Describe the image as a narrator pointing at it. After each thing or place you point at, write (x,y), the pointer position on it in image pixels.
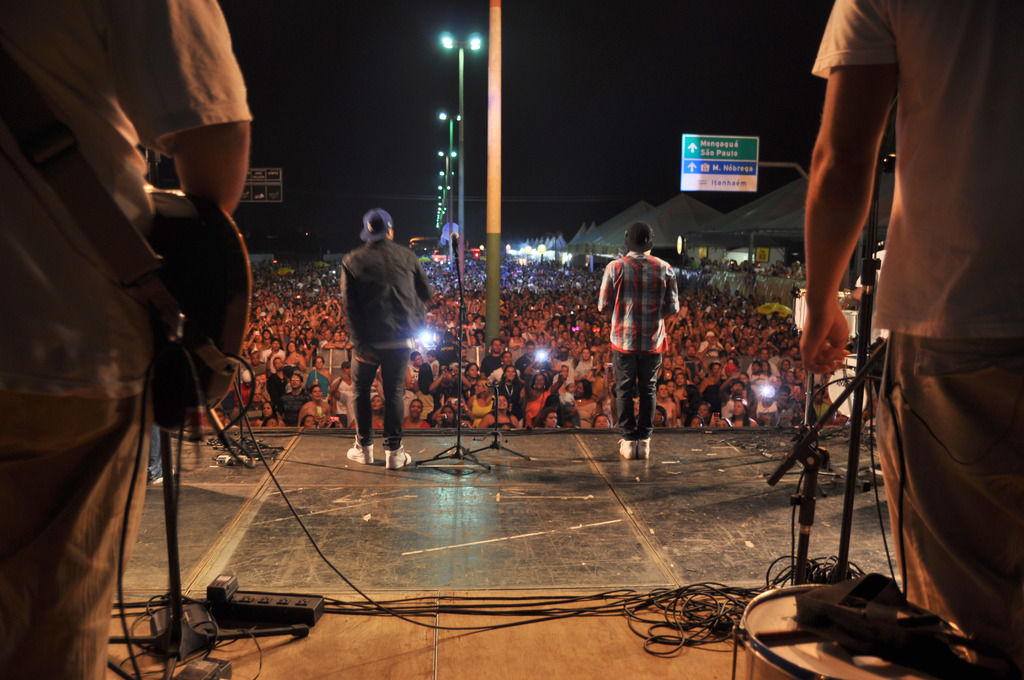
There are four persons (936,485) standing on stage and there are audience (528,295) in front of them.
